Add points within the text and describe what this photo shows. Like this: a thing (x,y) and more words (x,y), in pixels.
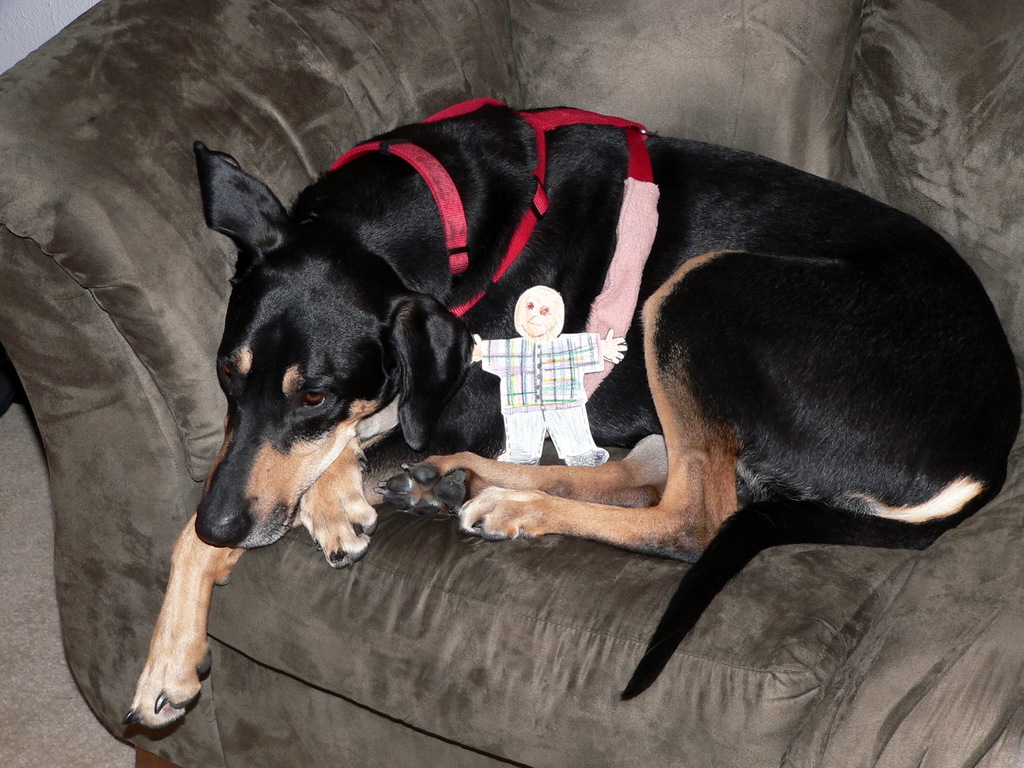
In this image there is a dog (400,264) sitting on the couch (218,138). There is a dog belt (431,159) around its neck (436,268). There is a toy (527,372) beside the dog (525,467). In the top left (25,18) there is the wall (39,38). In the bottom left (33,617) there is a carpet (40,612) on the floor (49,612).
